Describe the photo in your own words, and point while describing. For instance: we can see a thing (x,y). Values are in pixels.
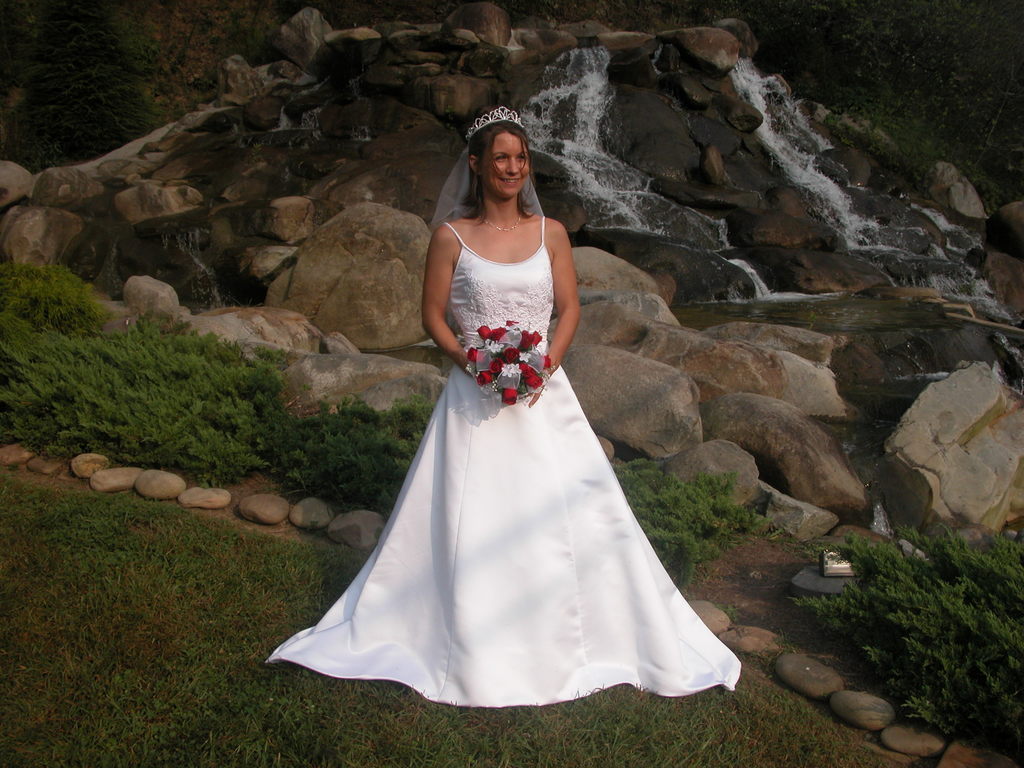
This picture is clicked outside. In the center (471,383) we can see a woman (542,278) wearing white color gown (544,397), smiling, holding a bouquet (492,371) and seems to be standing and we can see the green grass (183,568), rocks (959,403), running water (598,79) and some other objects (970,86).
